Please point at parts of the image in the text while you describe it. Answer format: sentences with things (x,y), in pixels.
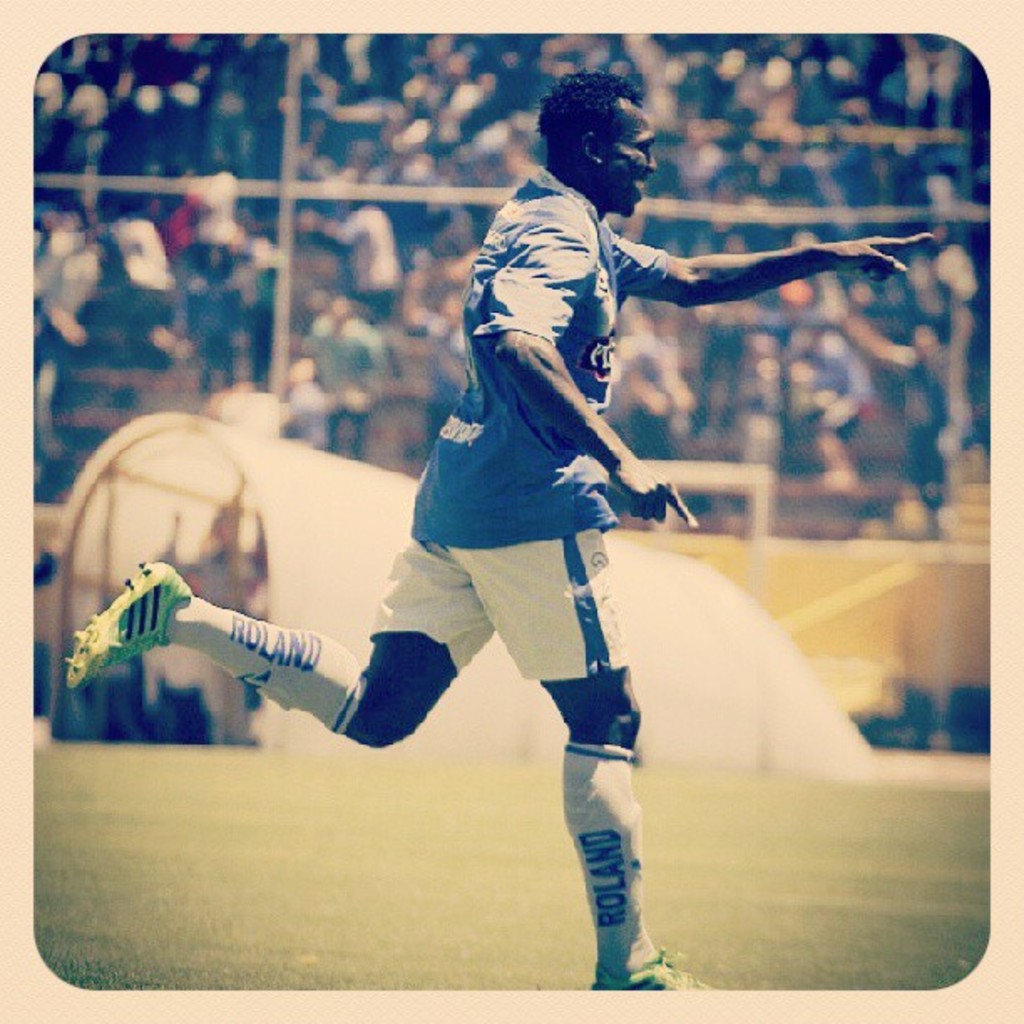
In this image we can see an edited picture in which we can see a person (616,893) running on grass field (533,845). In the background (698,99), we can see a fence (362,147) and group of audience (712,111).
